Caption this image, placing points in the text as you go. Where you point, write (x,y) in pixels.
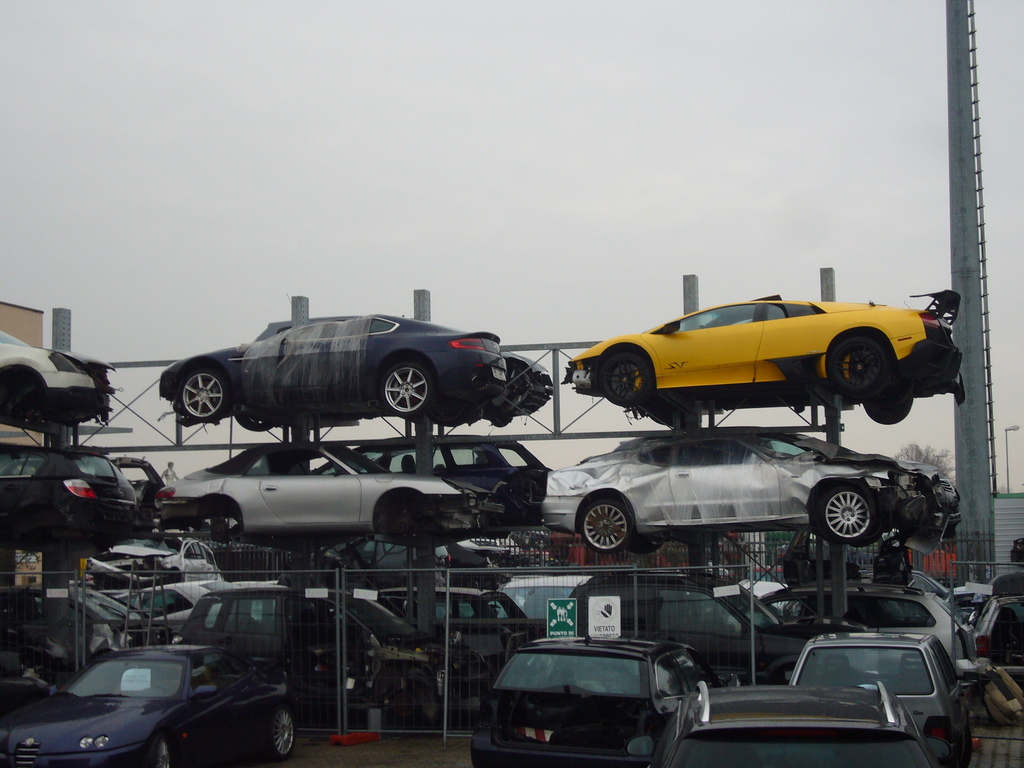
In the image we can see some cars (143,688) and vehicles (899,534) and there is a fencing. Top of the image (753,182) there are some clouds (507,35) and sky (1002,54). Top right side of the image (955,19) there is a pole (974,395). Behind the pole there is a tree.
